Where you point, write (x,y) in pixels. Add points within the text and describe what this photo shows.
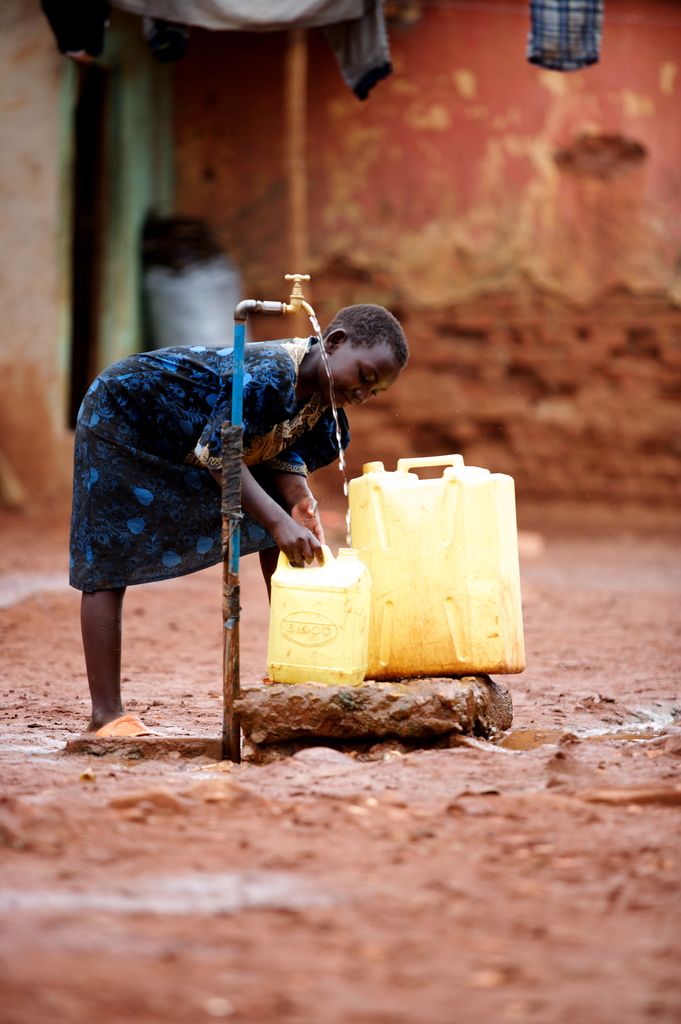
In the image there is a girl (151,480) standing on the land (42,781) with a tap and water cans (349,653) in front of her and in the back (435,185) there is wall (435,185).
